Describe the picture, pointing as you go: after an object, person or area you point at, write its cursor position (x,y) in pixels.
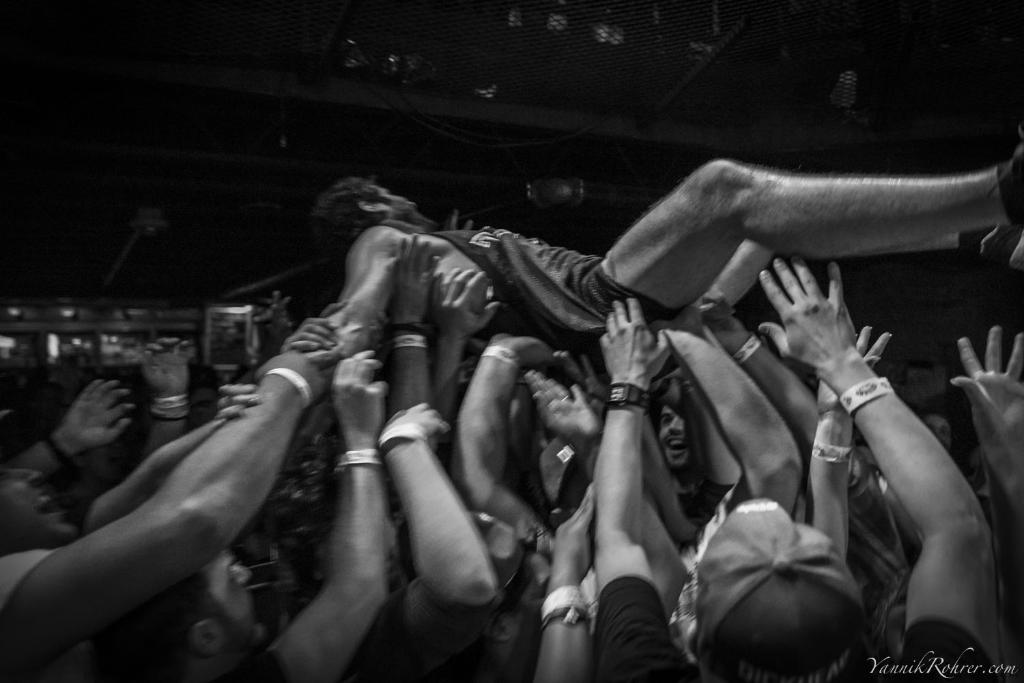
This is a black and white image. In this image we can see group of people (417,429) lifting a man (528,239) on their hands (419,301). In the background (472,86) there are grills (749,79) and electric lights (149,225).
